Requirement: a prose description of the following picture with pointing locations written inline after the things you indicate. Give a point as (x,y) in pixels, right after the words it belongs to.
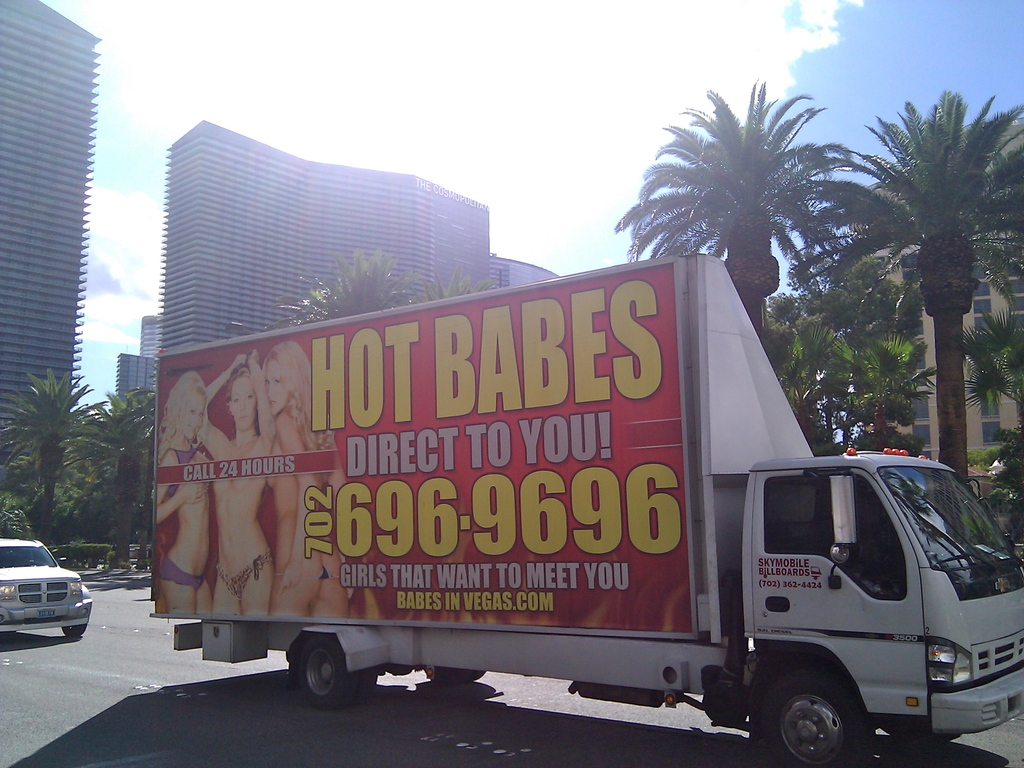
In the center of the image (665,274) there is a truck (710,293). There are many trees (707,211). There are buildings (173,204). In the top of the image (523,224) there is sky (862,105). In the bottom of the image (79,665) there is road (134,749).
